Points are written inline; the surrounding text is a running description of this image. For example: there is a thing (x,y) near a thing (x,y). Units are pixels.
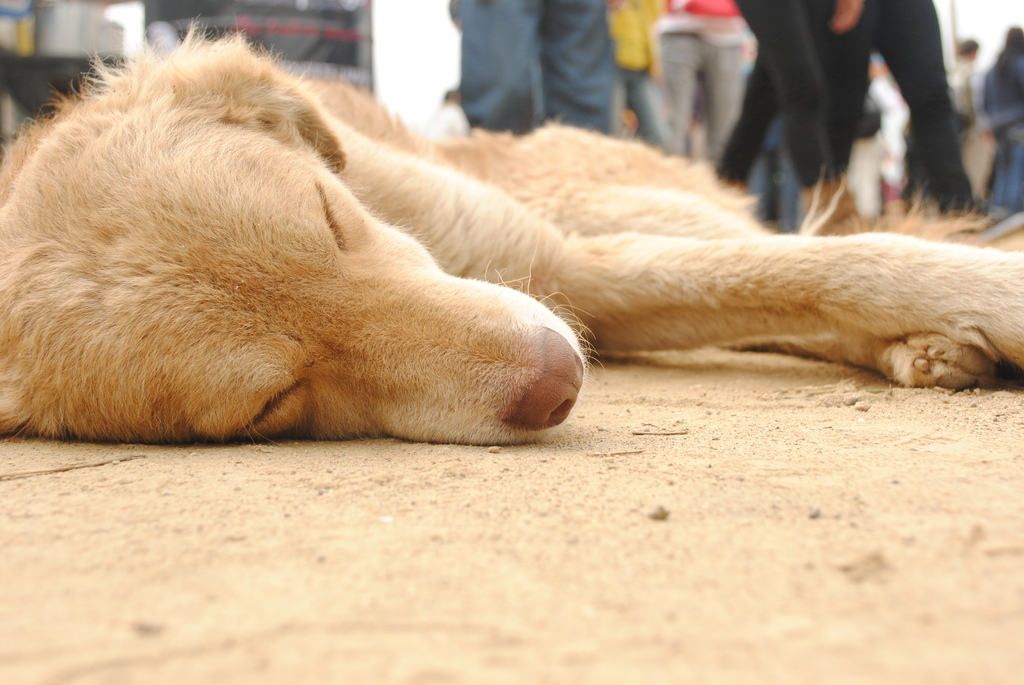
In this image, we can see a dog (311,280) is sleeping. Top of the image (492,82), we can see few peoples (581,50) and their legs (915,64).
